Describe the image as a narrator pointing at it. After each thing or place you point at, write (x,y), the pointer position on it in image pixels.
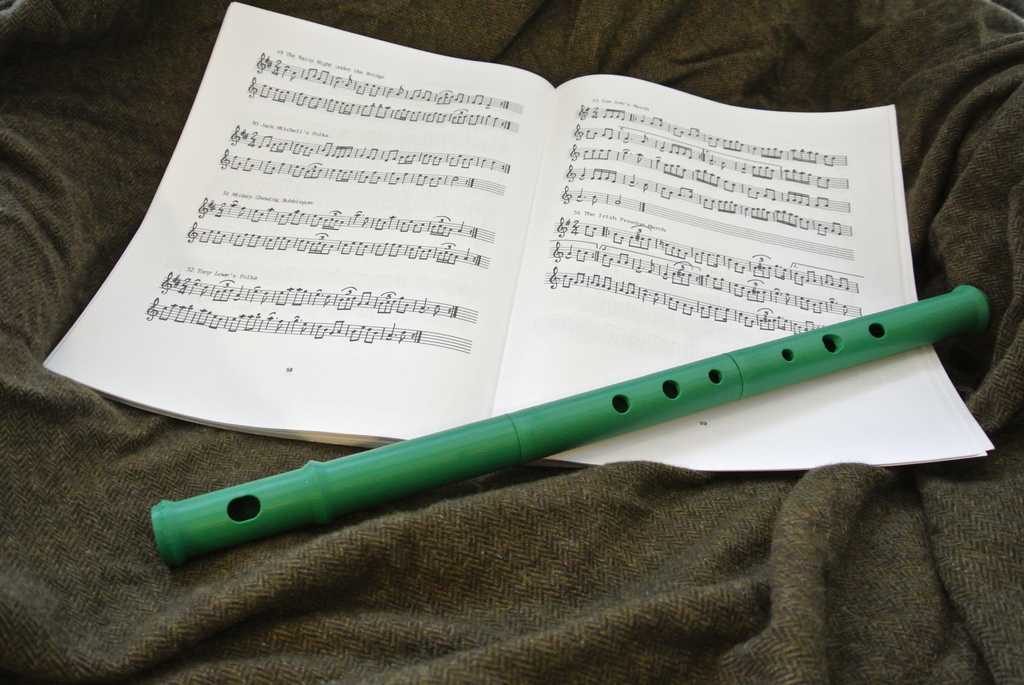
In this image I can see there is a flute (717,389) in green color and a book (252,256) on a cloth (885,497).
